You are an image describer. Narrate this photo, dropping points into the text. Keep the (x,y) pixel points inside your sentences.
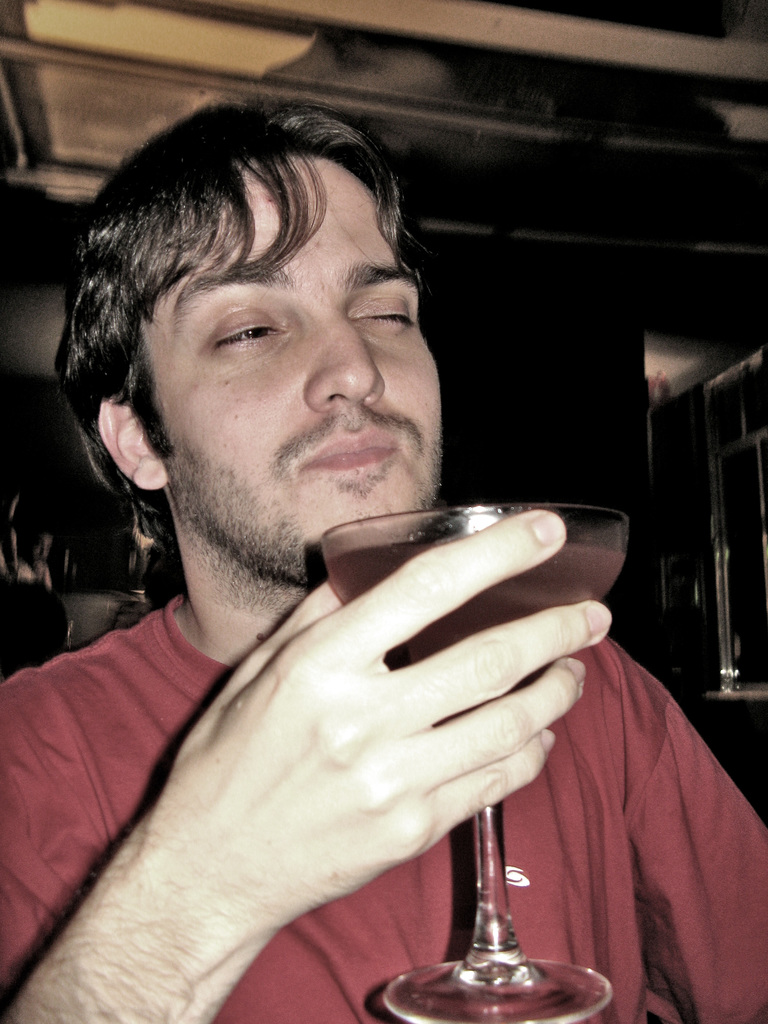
In the foreground of this picture (250,378) we can see a man (158,782) wearing t-shirt (162,785), holding a glass (438,633) of drink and seems to be sitting. In the background (478,21) we can see the metal rods (471,27), a person like thing (43,568) and some other objects (150,594).
